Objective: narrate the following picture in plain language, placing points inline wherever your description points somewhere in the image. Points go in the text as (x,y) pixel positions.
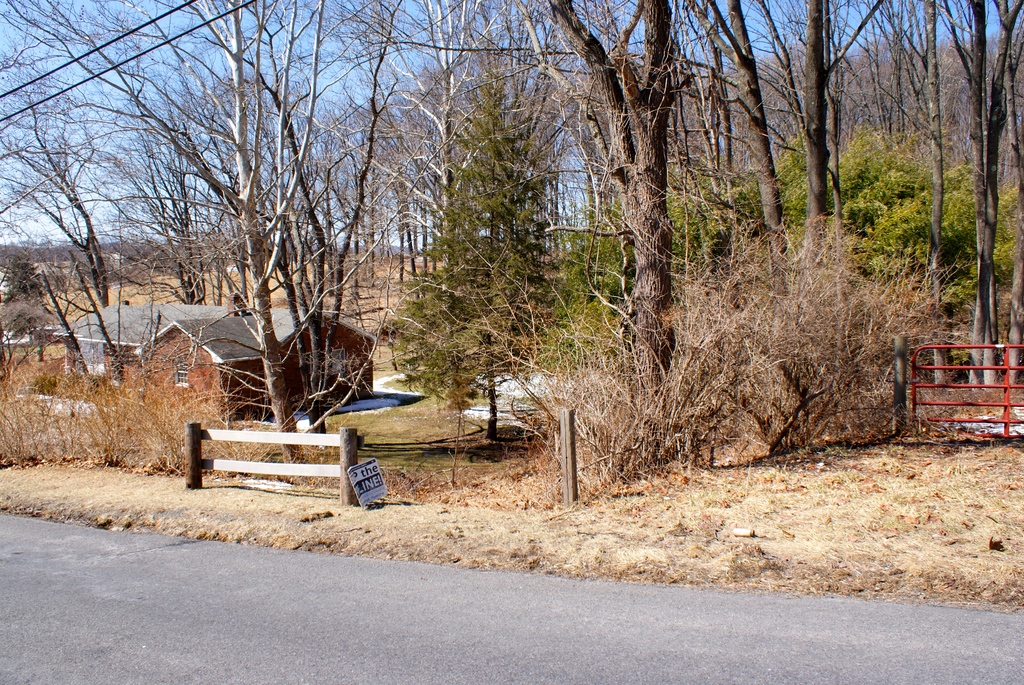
In this image I can see few houses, fencing (221,464), few trees (559,324). In the background (204,69) the sky (369,18) is in blue color.
